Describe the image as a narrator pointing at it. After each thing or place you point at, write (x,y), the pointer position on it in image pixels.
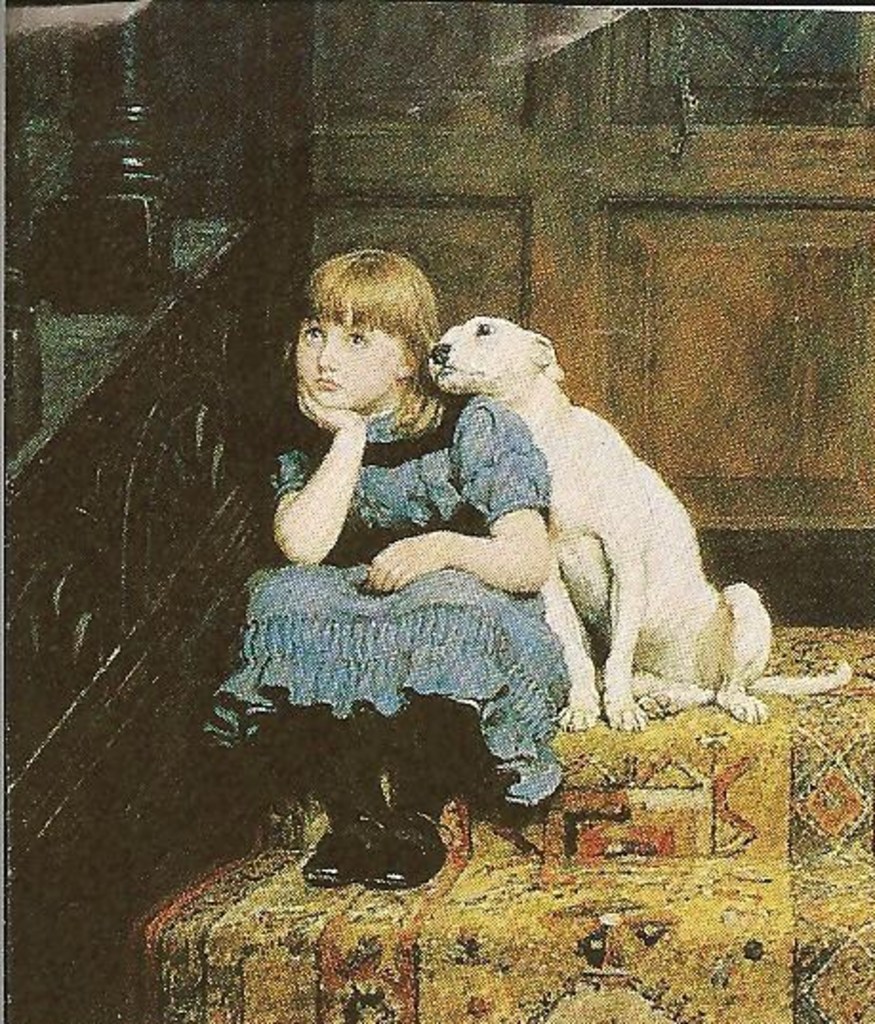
This is an edited image, in this image a child (335,523) and a dog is sitting in the middle (308,539), in the background (250,5) there is a wall (794,539).
